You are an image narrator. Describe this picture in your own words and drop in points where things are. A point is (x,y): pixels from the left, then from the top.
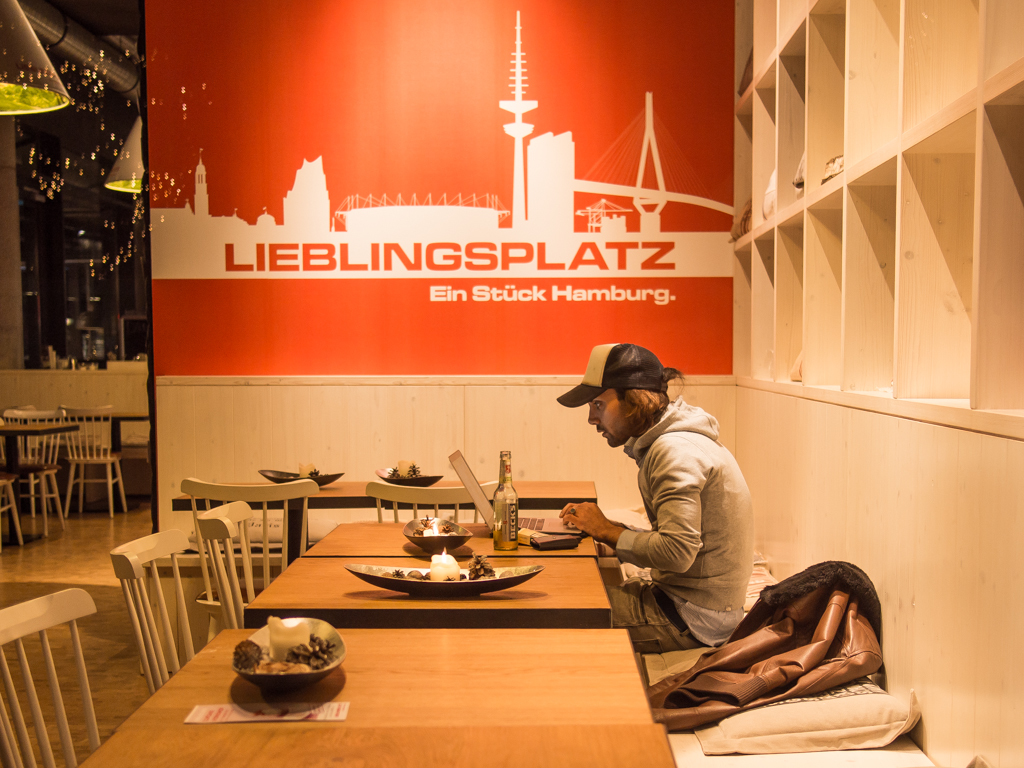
In this picture I can see there is a man (713,532) sitting on the right side (729,579) and there is a table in front of him, there is a laptop (542,520), beer bottle (505,523), and other objects (319,633) on the table (372,546), there are a few chairs (443,502). There are more tables (393,628) and chairs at left side (324,695). There is a red color wall (332,170) and there is something on it. There are lights (130,181) attached to the ceiling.
